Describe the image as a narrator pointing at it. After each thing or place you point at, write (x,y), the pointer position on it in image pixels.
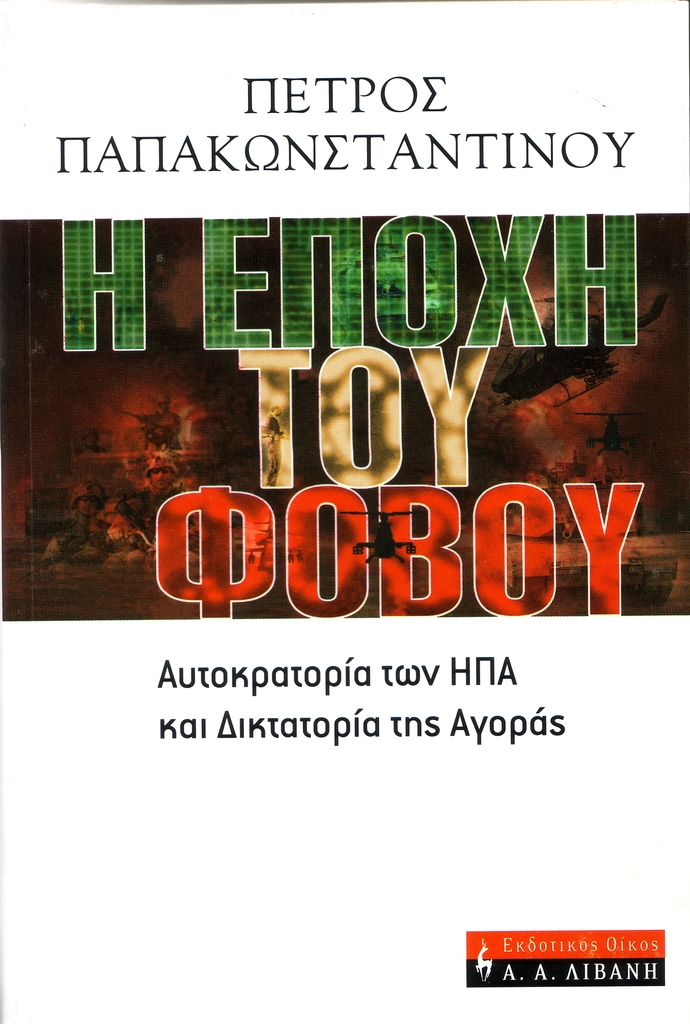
In this image I can see a paper (337,650) and I can see something written on the paper (68,518) with black, green and red color.
